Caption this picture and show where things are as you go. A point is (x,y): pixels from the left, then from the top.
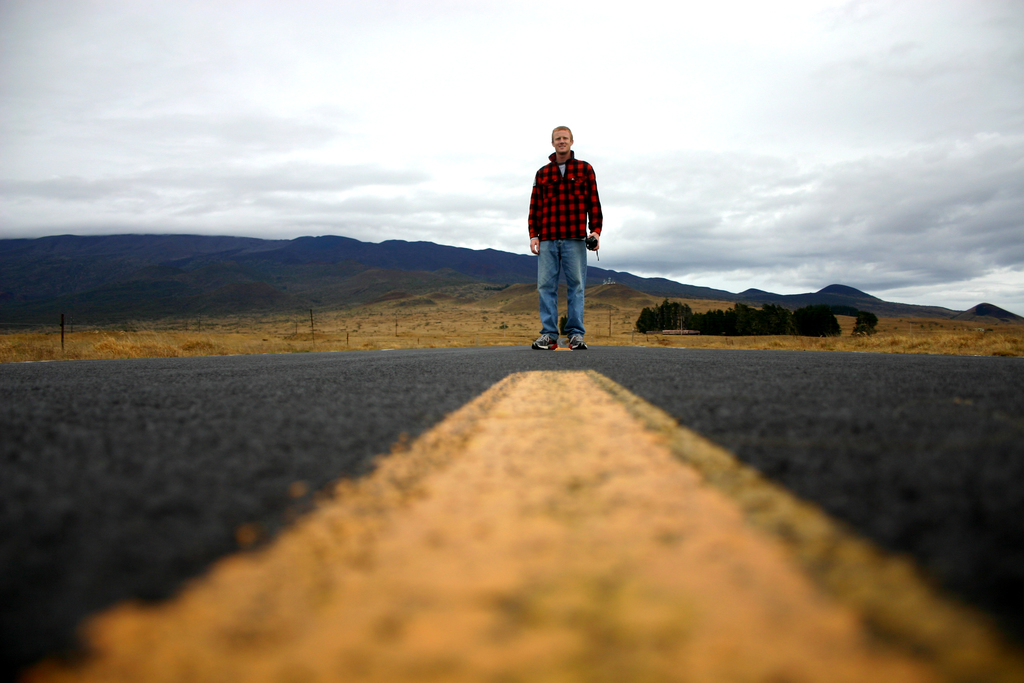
In the middle of the image (578,240) we can see a man (547,340) and he is holding an object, in the background (499,266) we can see few trees (786,311), hills (786,298) and clouds (369,184).
